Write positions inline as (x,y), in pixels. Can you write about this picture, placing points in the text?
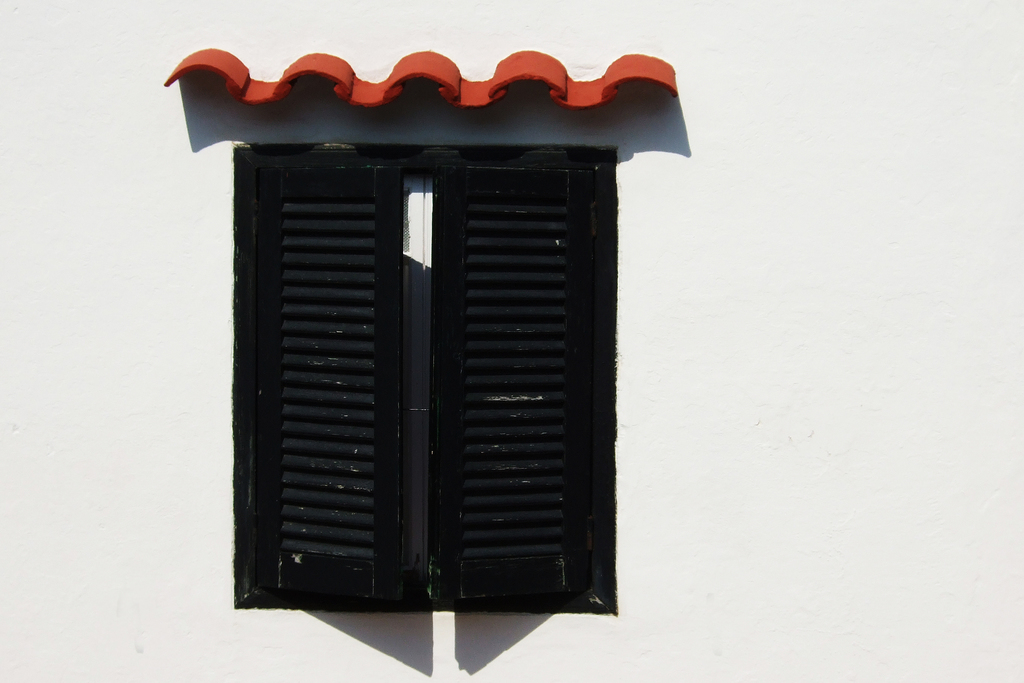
In this image there is a window (446,313) on a wall (649,312).
